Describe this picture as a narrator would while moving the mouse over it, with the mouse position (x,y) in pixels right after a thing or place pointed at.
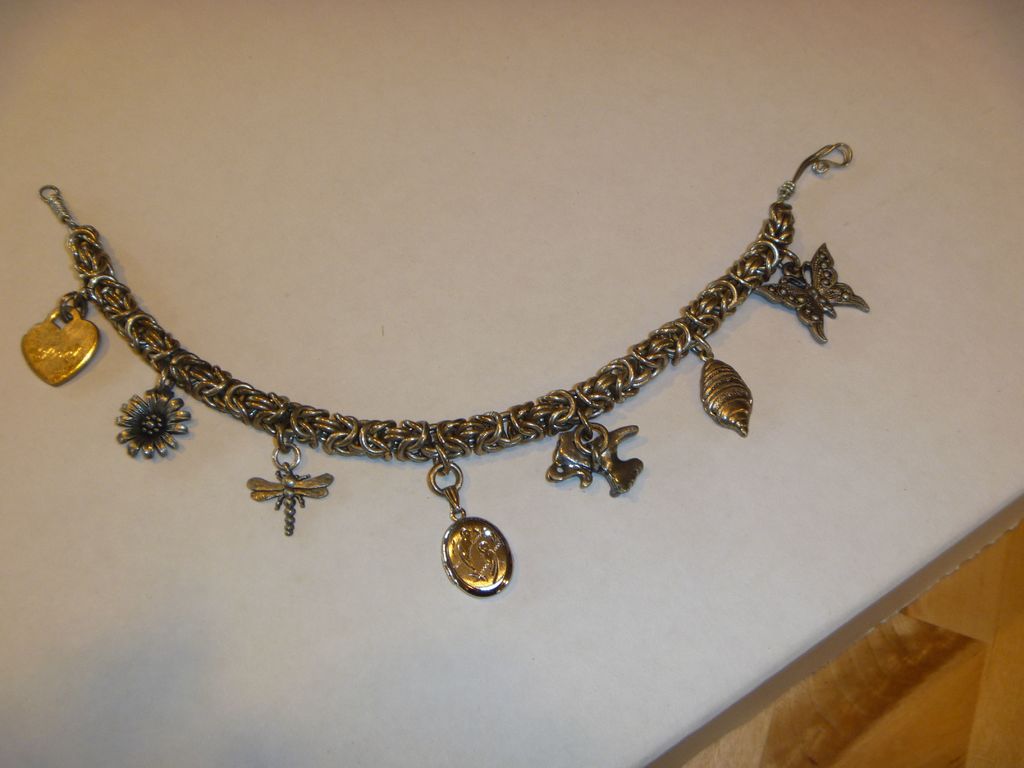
In this picture there is a bracelet (340,439) with different pendants (815,286). At the bottom (342,648) there is a white background (628,116). In the bottom right (845,666) there is a wooden floor (901,654).
